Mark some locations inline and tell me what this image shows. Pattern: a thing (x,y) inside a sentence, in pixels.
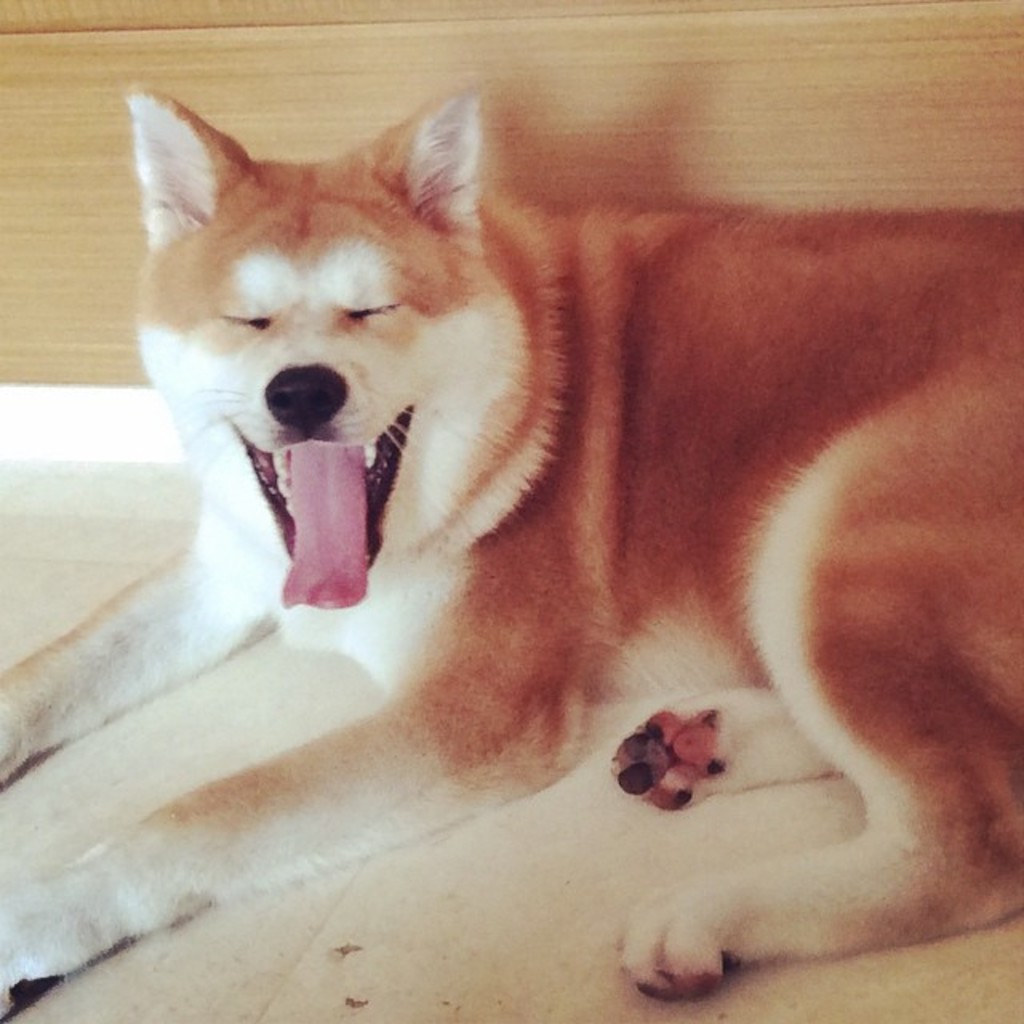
In this image we can see a dog (504,576) on the floor (29,633). In the back (253,133) there is a wooden wall (320,77).
